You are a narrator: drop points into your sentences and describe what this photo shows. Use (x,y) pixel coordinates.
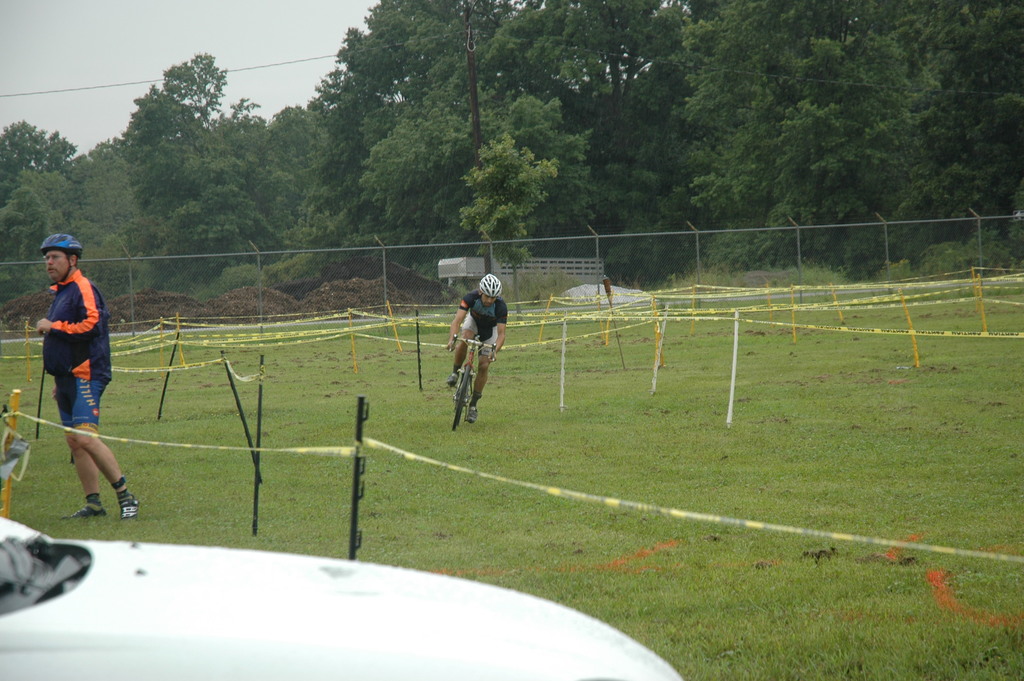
In the foreground of the picture (282,588) there is a vehicle (45,553). In the center of the picture (488,290) there are people (483,315), a person (476,300) riding bicycle (470,358) and railing (548,304). In the background (342,171) there are trees (234,173), fencing (293,278) and other objects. Sky (228,60) is cloudy. In the center of the background (475,127) there is a current pole (471,57) and cable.
